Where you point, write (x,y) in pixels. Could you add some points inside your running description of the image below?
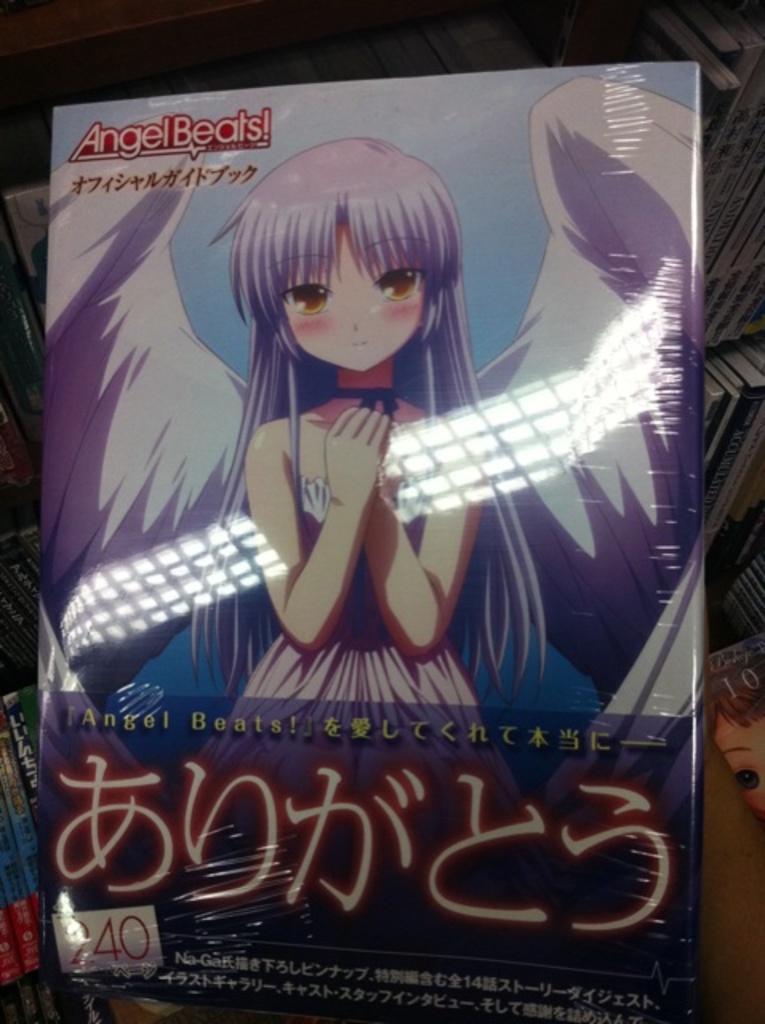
Cartoon woman picture (557,455) on this book (362,374). Background (15,217) there are a number of books (24,196).
